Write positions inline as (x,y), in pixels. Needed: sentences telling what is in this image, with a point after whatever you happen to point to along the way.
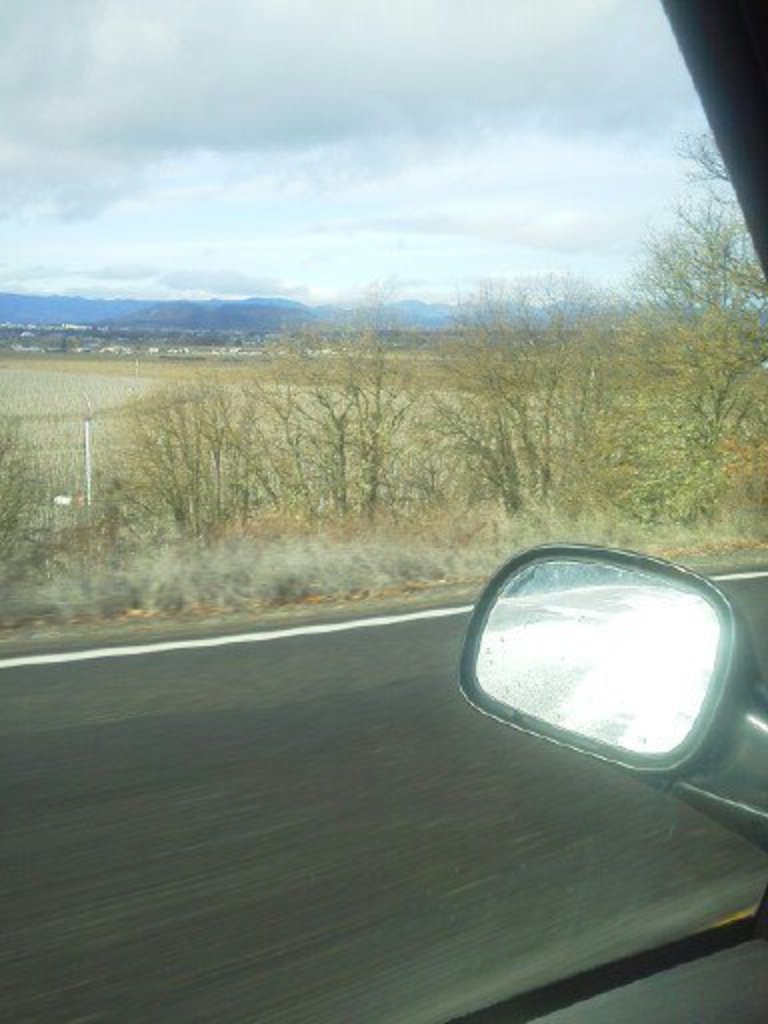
In this image we can see the vehicle glass window (287,861) through which we can see the mirror (641,758), road (523,797), trees (651,398), hills (260,325) and the sky (388,172) with clouds (366,173) in the background (245,131).
